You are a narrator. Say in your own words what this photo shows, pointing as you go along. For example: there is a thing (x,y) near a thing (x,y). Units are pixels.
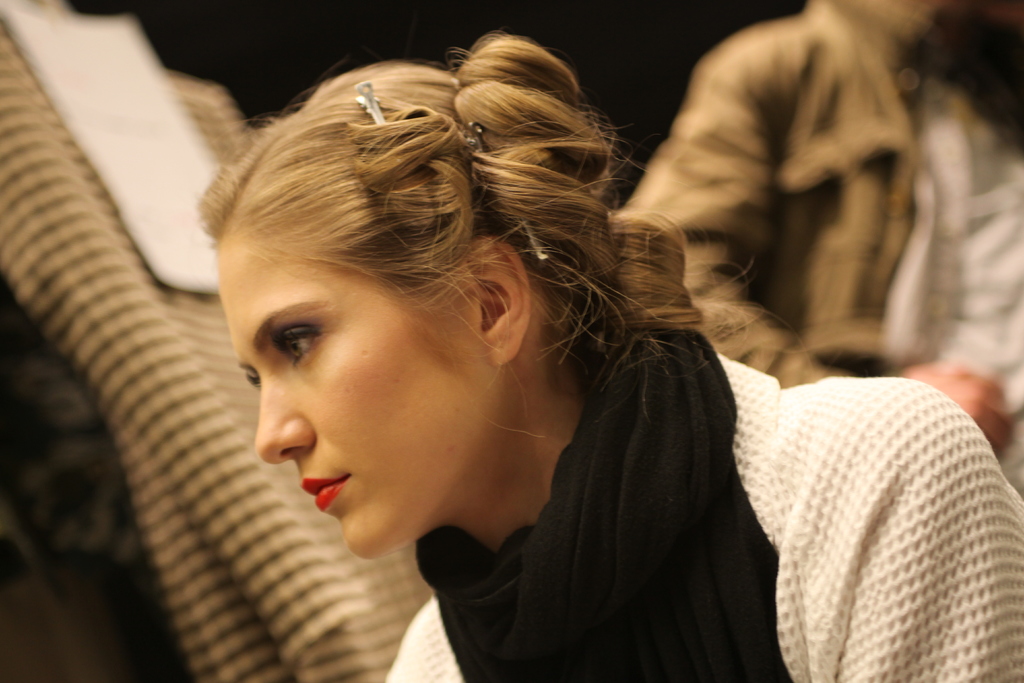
In this image we can see two persons (387,321). One is men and the other one is woman (309,318).
